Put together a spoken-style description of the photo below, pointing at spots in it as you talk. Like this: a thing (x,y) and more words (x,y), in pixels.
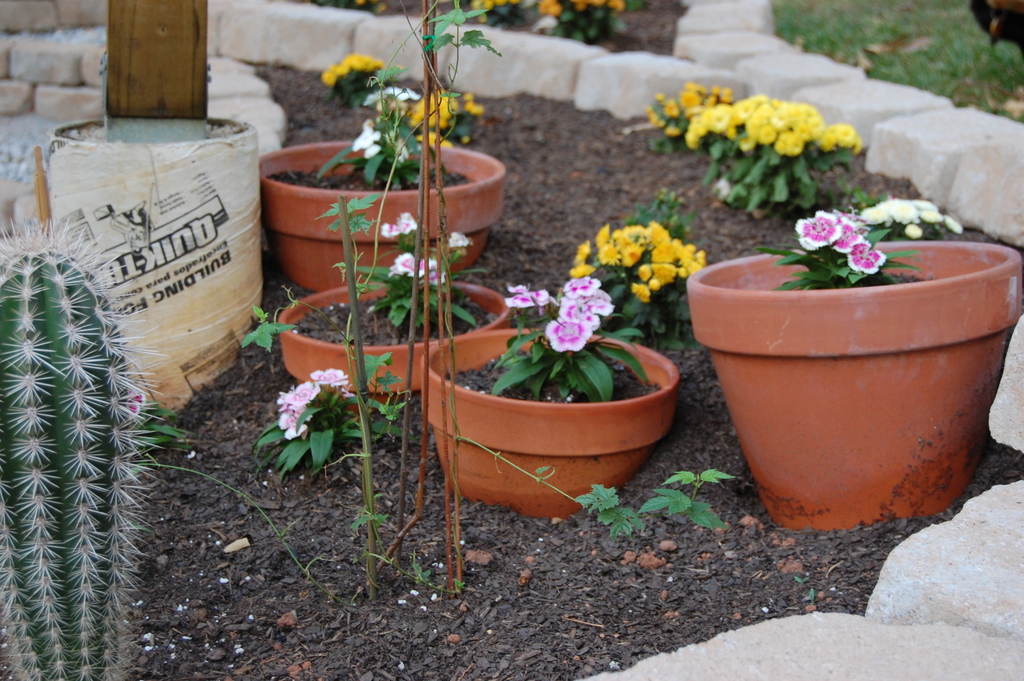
In this image we can see plants (515,352) and flower pots (475,411). There are flowers (582,307). On the left (136,455) there is a cactus (55,470). In the background (180,312) there is a container (254,286). At the bottom (768,658) there are bricks (960,539).
